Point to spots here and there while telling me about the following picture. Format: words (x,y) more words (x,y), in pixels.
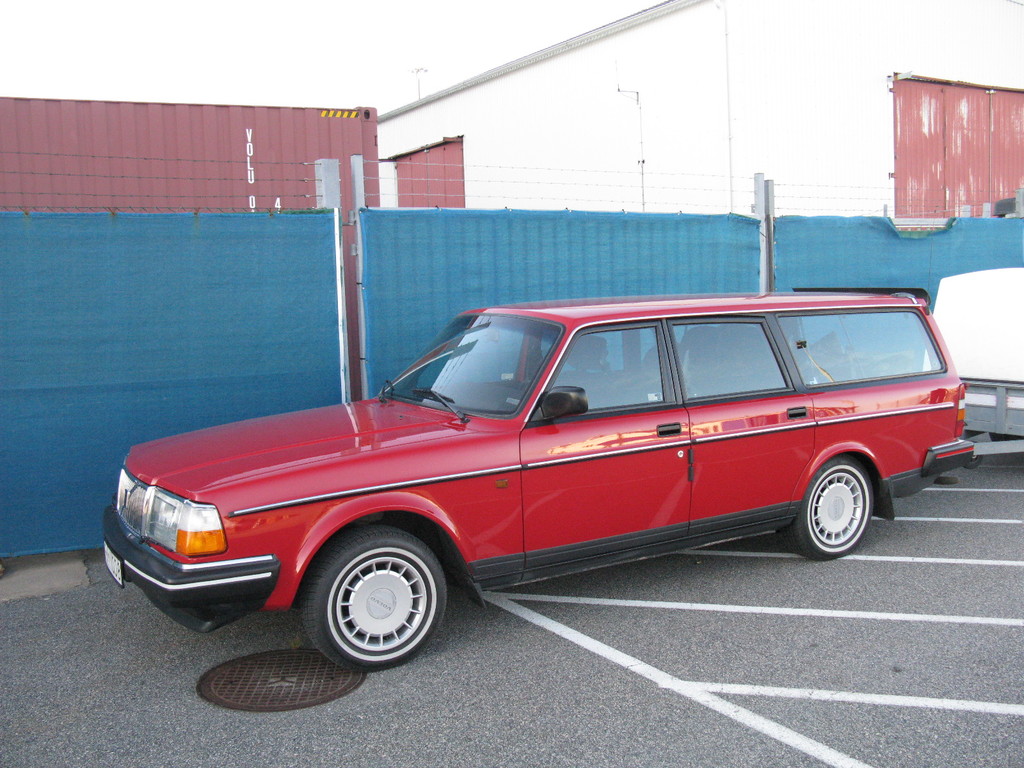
This is the picture of a place where we have a car (518,515) which is in red color and to the side there is a fencing (419,275) and some other things (350,245) around.
